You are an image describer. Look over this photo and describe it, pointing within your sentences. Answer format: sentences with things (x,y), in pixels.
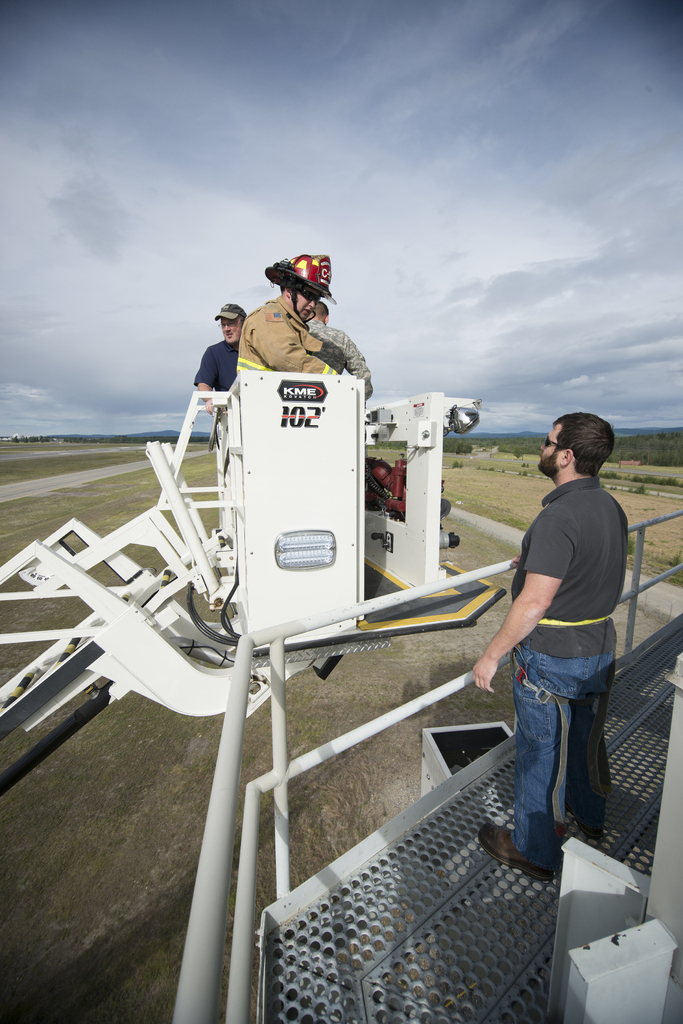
In the image we can see there are many people (263,368) standing, wearing clothes (534,524) and some of them are wearing goggles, caps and shoes (492,830). Here we can see metal object (239,708), trees (638,447), path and the cloudy sky (326,206).
